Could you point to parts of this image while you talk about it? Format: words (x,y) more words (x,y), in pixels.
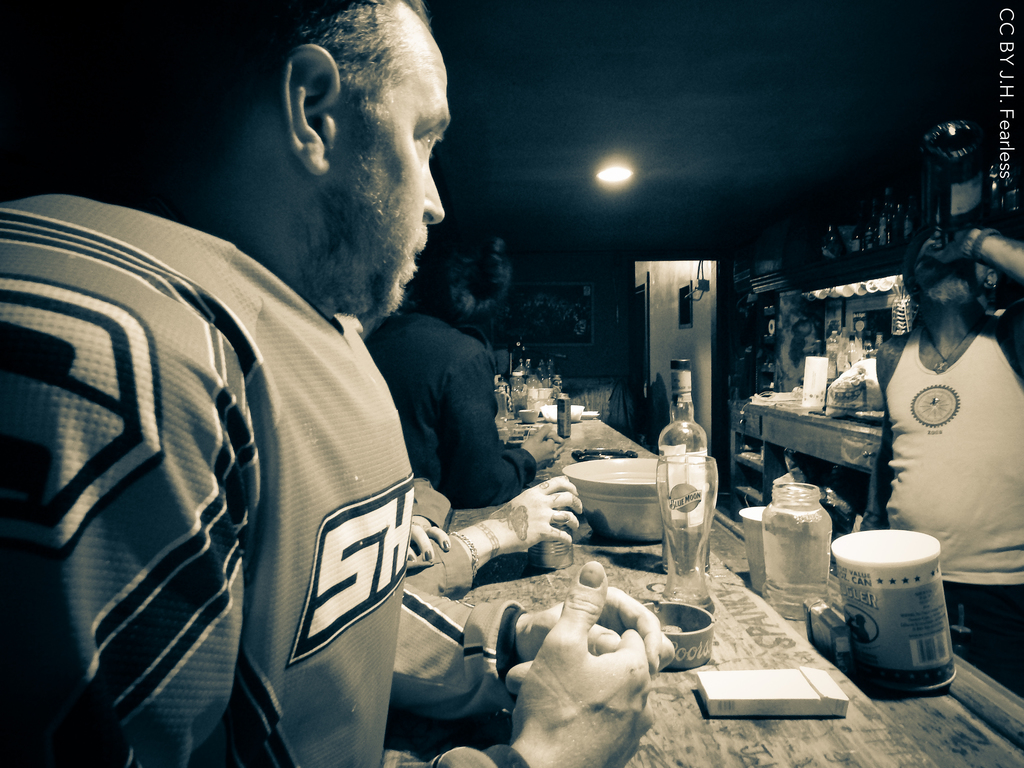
Here we can see a person (1023,671) standing on the right side (906,361) and he is drinking a wine (952,198). This is a wooden table (760,635) a glass (672,456) and a wine bottle (675,454) are kept on it. Here we can see two persons (67,330) on the left side (305,692). Here we can see a few wine bottles (861,231) which are on the top right side (883,234).
